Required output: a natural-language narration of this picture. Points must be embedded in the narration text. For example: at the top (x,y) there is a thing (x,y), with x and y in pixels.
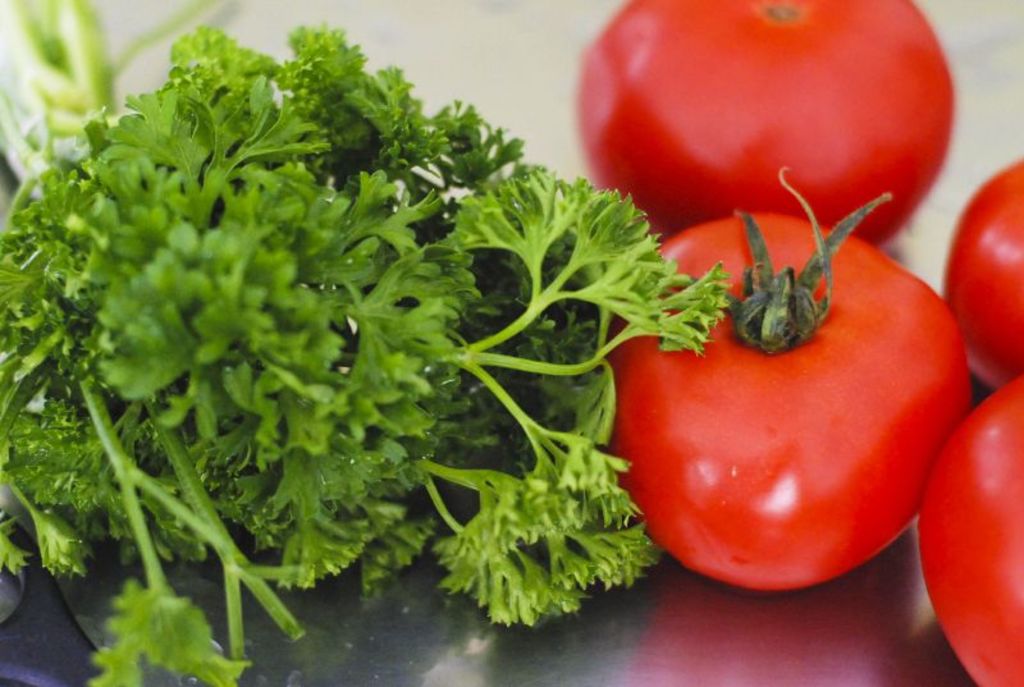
In this image there is a plate (931,642), in that plate (945,641) there are tomatoes (879,202) and parsley (175,282).
